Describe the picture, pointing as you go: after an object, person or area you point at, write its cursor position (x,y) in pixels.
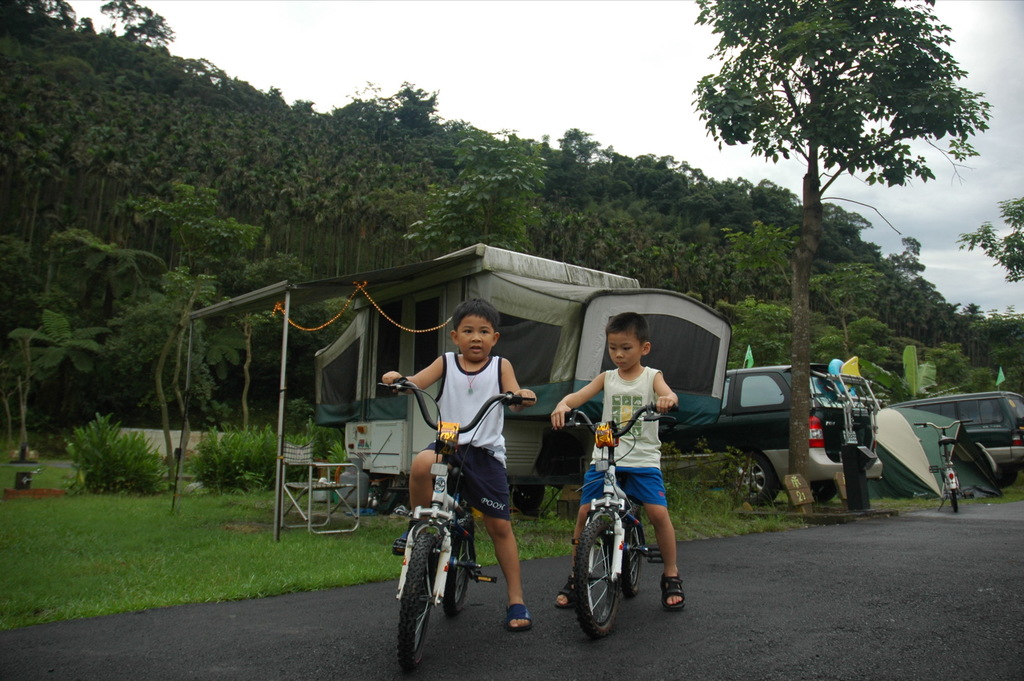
In this image I can see two child (461,468) are holding a bicycle (618,534) on the road (844,607). At the back side (458,181) I can see a trees (484,212) and a vehicles (832,411).
